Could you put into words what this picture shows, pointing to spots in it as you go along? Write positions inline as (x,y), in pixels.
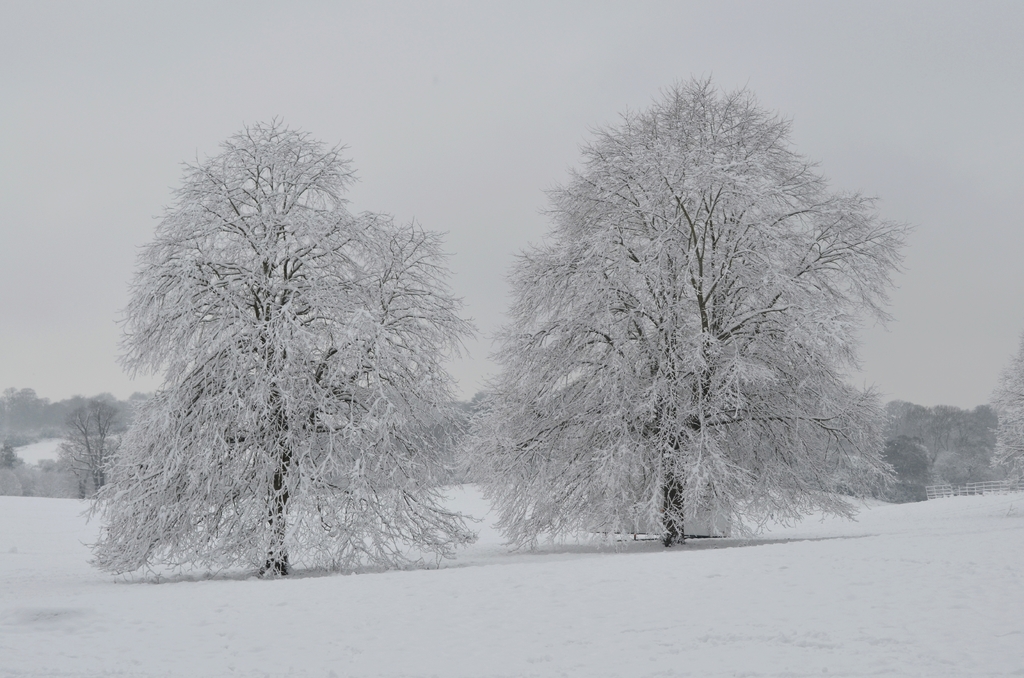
In this image, we can see few trees (371,426) with snow (374,396). Right side of the image (944,493), we can see rods (932,496). At the bottom (804,596), there is a snow (483,625). Top of the image (525,60), we can see the sky (464,75). Background (6,474) we can see so many trees (7,461).
